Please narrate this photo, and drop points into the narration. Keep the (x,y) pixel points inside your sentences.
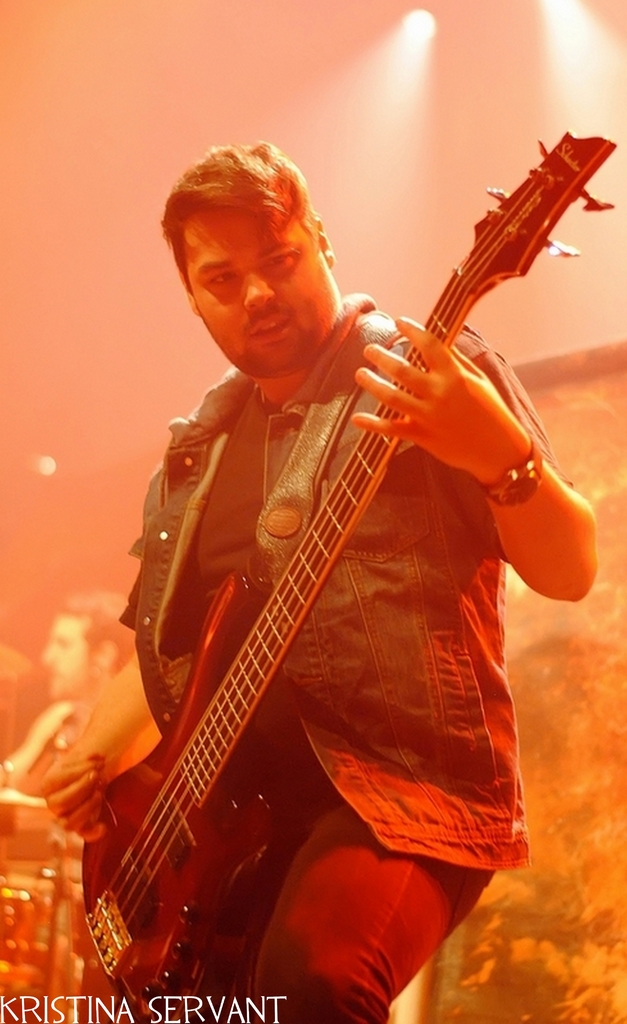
In this image, there is a person (212,492) wearing clothes (440,541) and watch (508,480). This person (541,532) is playing a guitar (269,665). There is an another person (72,642) in the bottom left of the image (37,746).
